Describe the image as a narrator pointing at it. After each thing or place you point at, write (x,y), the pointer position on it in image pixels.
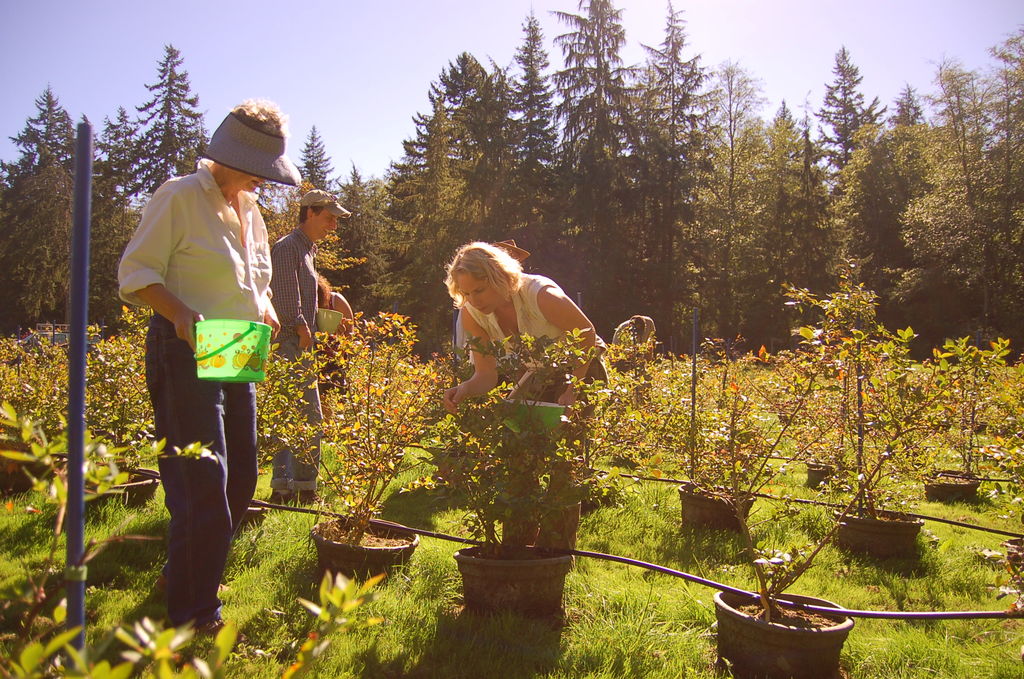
In this image we can see few people (205,414) and among them few people (239,477) are holding objects (554,419). Around the persons (203,491) we can see the grass (617,570) and group of plants (196,446). Behind the persons (209,435) there are group of trees (452,203). At the top (341,47) we can see the sky (333,48). On the left (74,543), we can see a pole (71,559).
